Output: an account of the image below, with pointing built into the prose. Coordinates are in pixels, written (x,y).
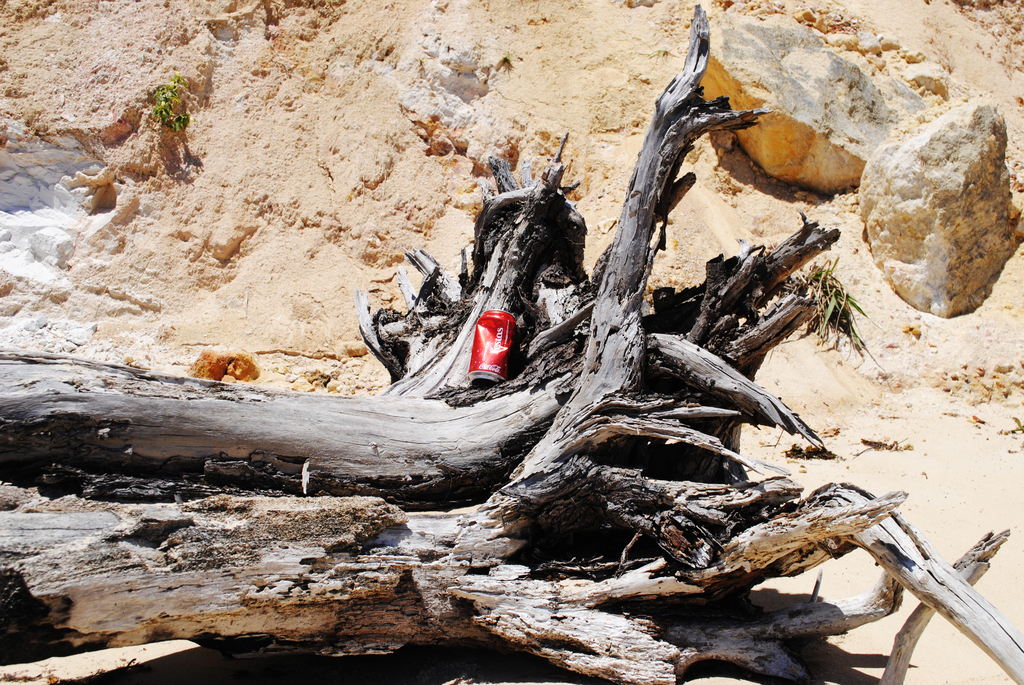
In this image there is log (381,317), on that log (484,403) there is a tin (501,336), in the background (924,63) there is soil (530,5) and two stones (865,127).
